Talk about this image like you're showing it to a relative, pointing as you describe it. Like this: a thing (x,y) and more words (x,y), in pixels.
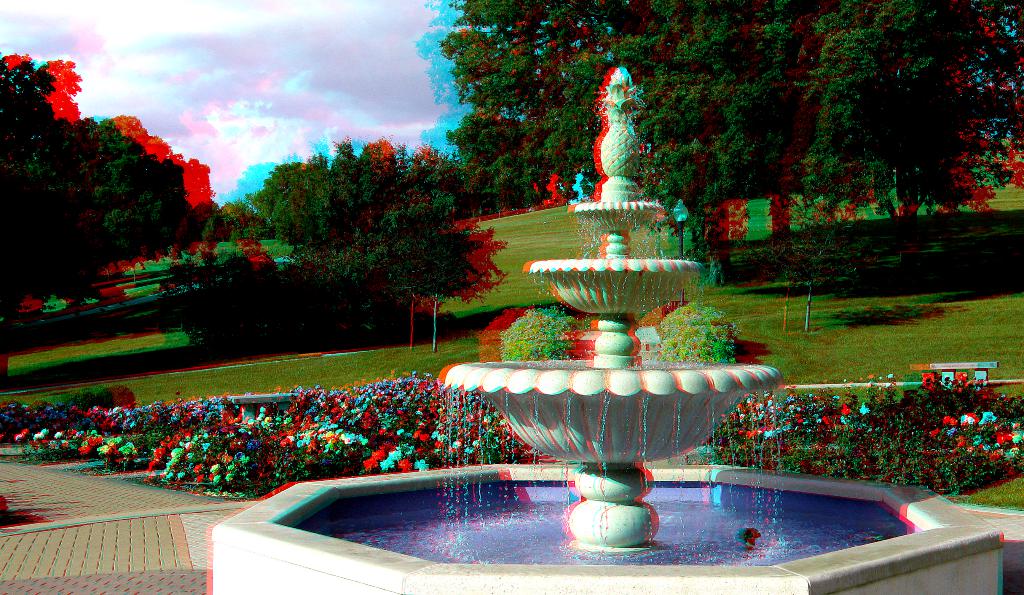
In this picture we can see a fountain (517,405) with water (411,505), path (80,498), flowers (161,447), plants (386,389), grass (327,371), trees (378,258) and some objects (984,376) and in the background (296,90) we can see the sky (310,81) with clouds (219,121).
